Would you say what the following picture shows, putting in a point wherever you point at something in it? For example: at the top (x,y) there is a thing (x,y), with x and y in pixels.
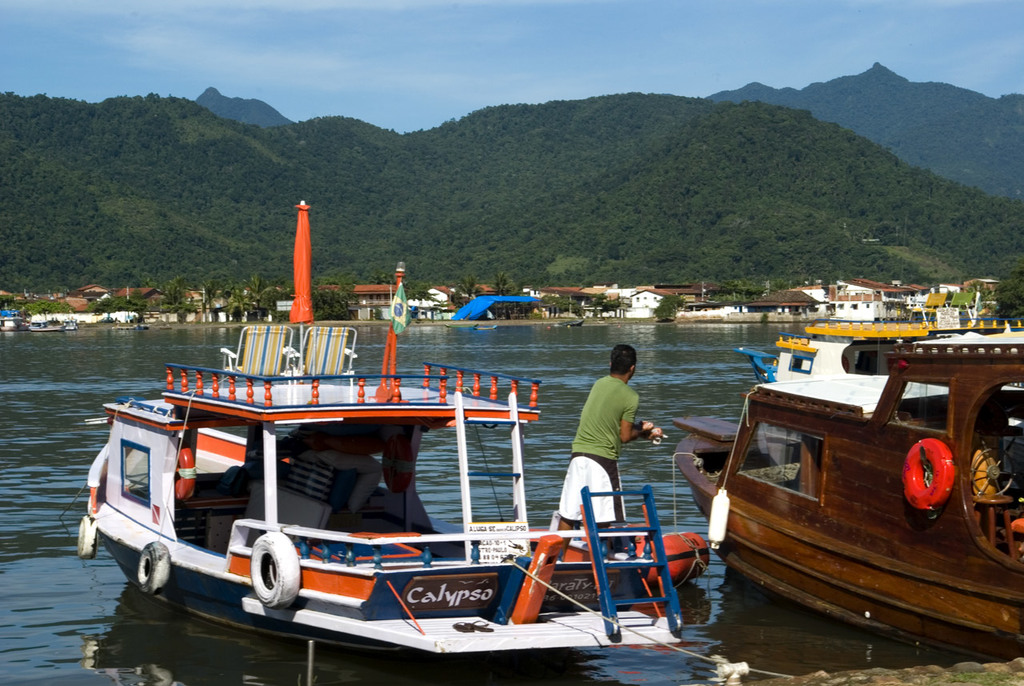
In this image we can see there are ships (788,500) on the water (492,499) and there is a person (585,467) holding a thread (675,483). And there are houses (371,304), mountains (360,219), trees (367,153) and the sky (353,65).
